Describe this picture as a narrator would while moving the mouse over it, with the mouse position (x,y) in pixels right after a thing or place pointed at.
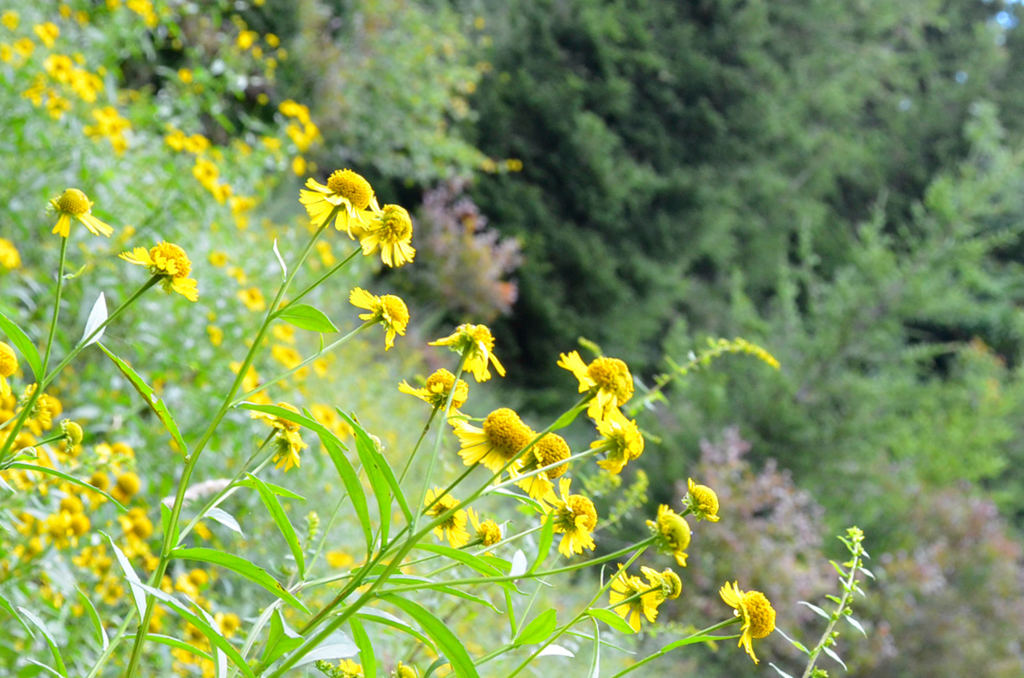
This picture might be taken from outside of the city. In this image, On the left side (102,301), we can see a plant (374,618) with yellow flowers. On the right side (911,149), we can see some trees (858,184).
